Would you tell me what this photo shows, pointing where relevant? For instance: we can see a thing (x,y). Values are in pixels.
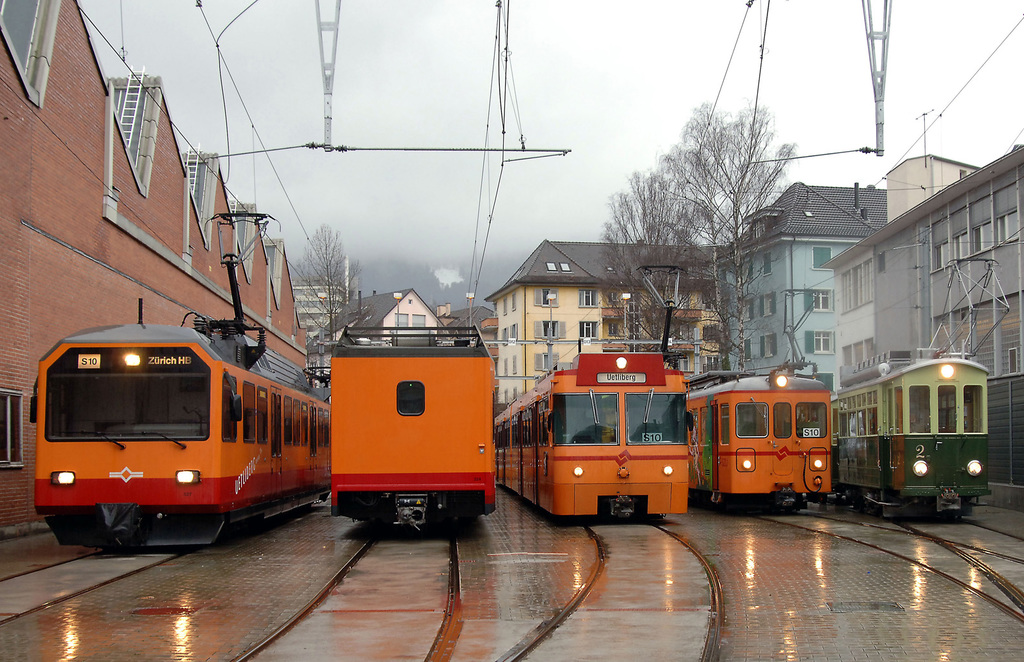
Here in this picture we can see number of trains (474,458) present on the tracks (559,608), which are present on the ground (881,661) and we can see those are connected with the electric wires (244,207) passing through the poles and beside that on either side we can see number of houses (509,307) and buildings (538,303) with windows (828,309) and doors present and we can also see trees (628,282) present and we can see the sky (471,246) is cloudy and in the far we can see fog (439,245) covered over there.
